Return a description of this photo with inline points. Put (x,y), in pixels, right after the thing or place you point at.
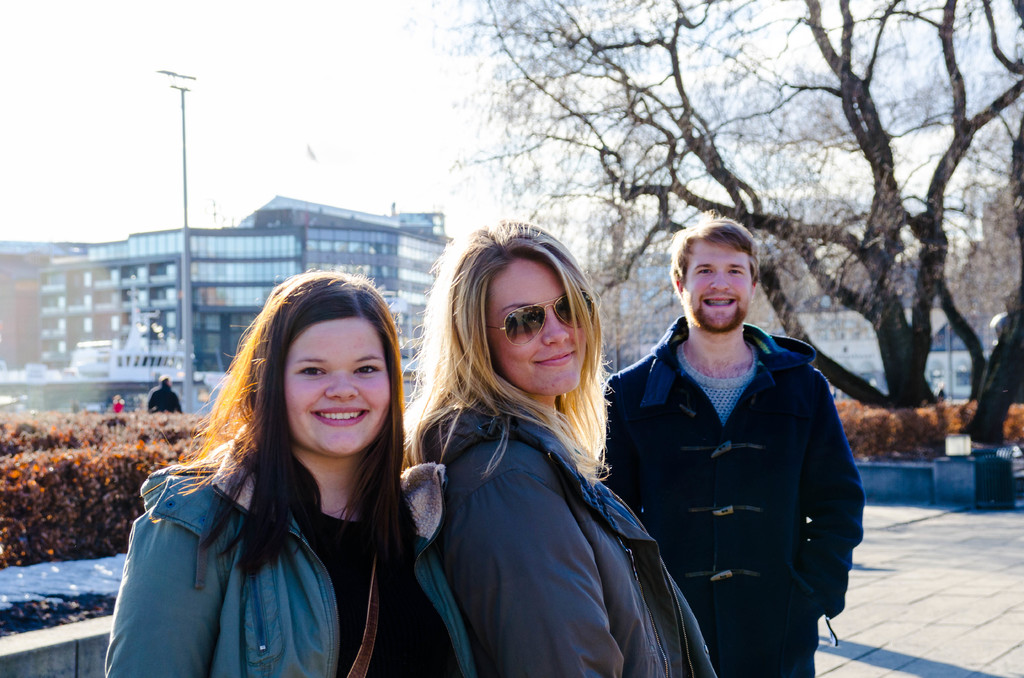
This picture describes about group of people (351,371), in the middle of the given image we can see two women (475,483) and a man (791,442), they are smiling, in the background (815,337) we can find few shrubs (850,417), trees (786,267), poles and buildings (301,231).
